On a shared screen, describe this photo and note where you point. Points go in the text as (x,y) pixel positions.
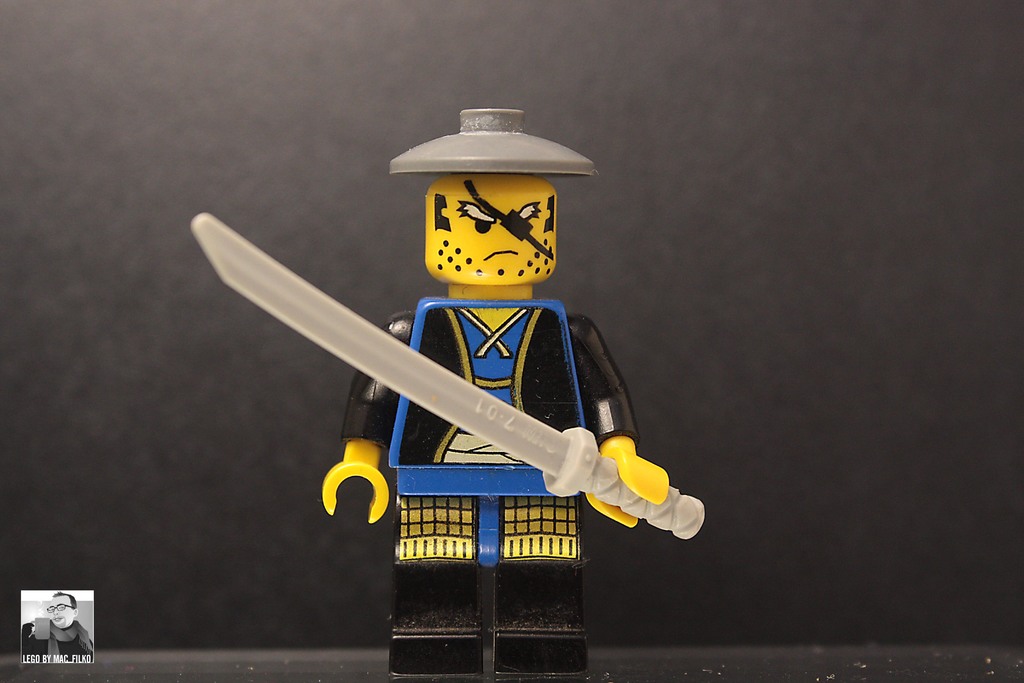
In this image I can see a toy (536,196) which is blue, yellow and black color and holding ash color knife (314,296). Background (258,153) is in black color.
